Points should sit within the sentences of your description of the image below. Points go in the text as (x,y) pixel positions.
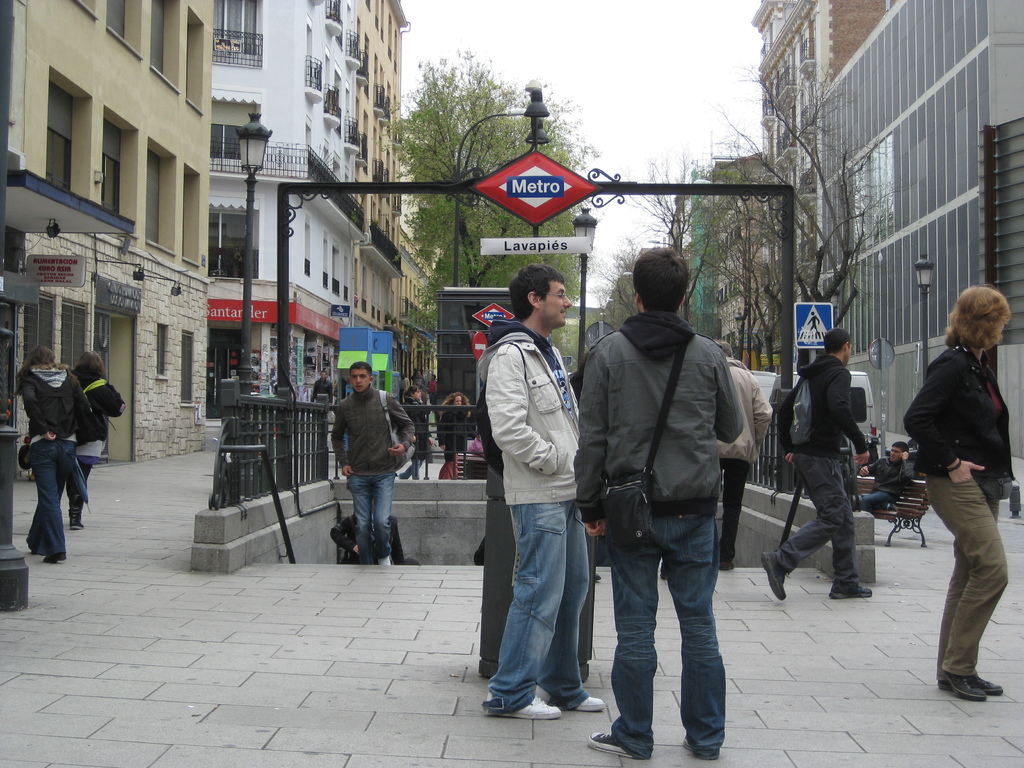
In this picture there are people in the center of the image (545,386) and there are other people (55,449) in the background area of the image (35,462), there are buildings (924,134) and trees (859,163) on the right (1015,95) and left side of the image (146,108), there is a sign board (536,194) in the center of the image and there are stairs (471,530) behind them.
